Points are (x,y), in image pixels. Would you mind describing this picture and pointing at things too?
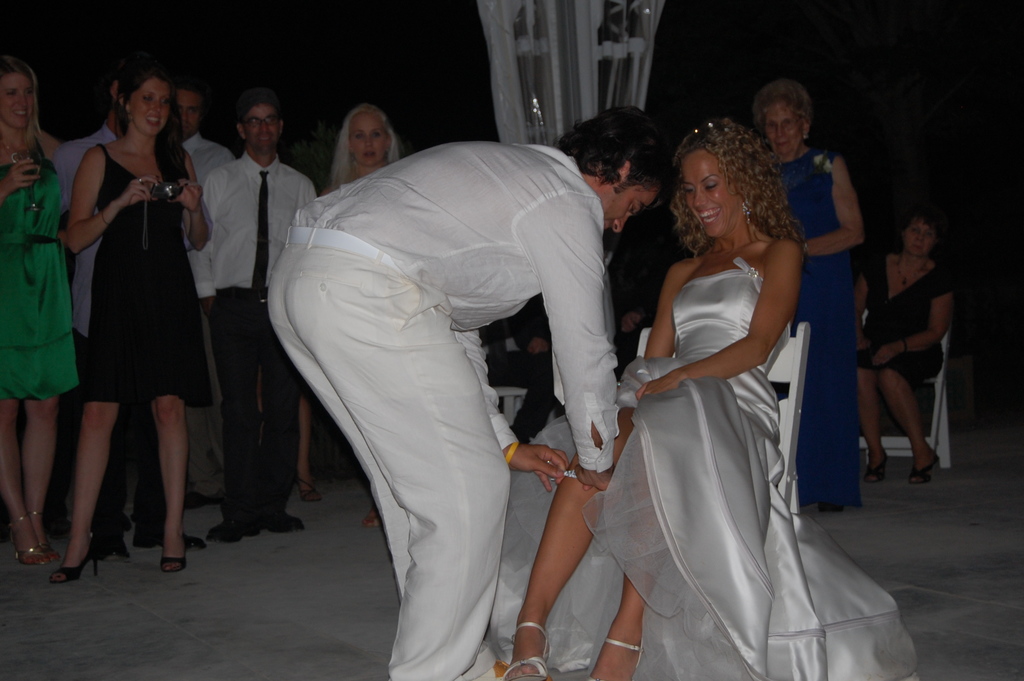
In this picture there is a man (410,332) who is wearing white dress (459,345), beside him there is a woman (770,394) who is sitting on the chair (792,395). Both of them are smiling. In the back (827,324) I can see some people (179,133) were standing near to the pole (588,99). On the left (135,134) there is a woman (109,259) who is wearing a black dress (164,259) and holding a camera (172,195). Beside there is another woman (34,286) who is wearing green dress (26,296) and holding a wine glass (35,164). At the top (333,24) I can see the darkness (349,46).
